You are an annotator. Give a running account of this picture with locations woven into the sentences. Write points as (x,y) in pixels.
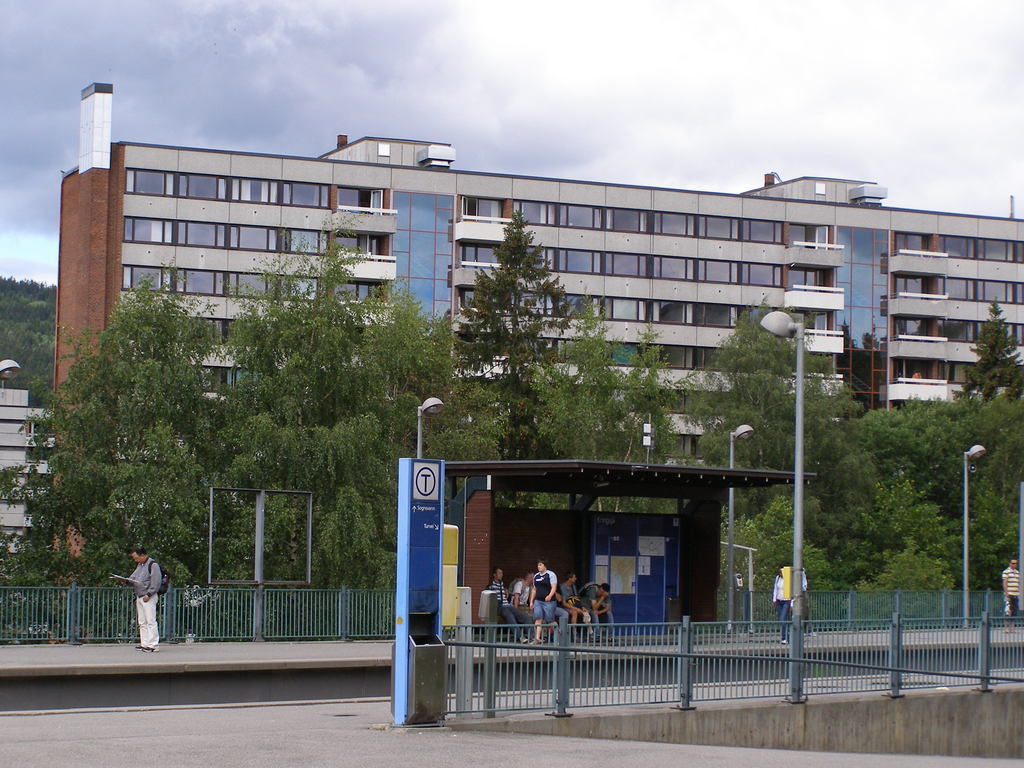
In this image, we can see few people (531,598). Here few people (547,620) are sitting. Here a person (555,603) is walking on the walkway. At the bottom (577,725), we can see wall (875,716), grills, poles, path (359,752), posters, street lights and trees (947,575). Background (22,562) we can see buildings (83,306), trees (48,348), hills (26,322), walls (129,246), glass windows (287,286) and cloudy sky (421,75).
